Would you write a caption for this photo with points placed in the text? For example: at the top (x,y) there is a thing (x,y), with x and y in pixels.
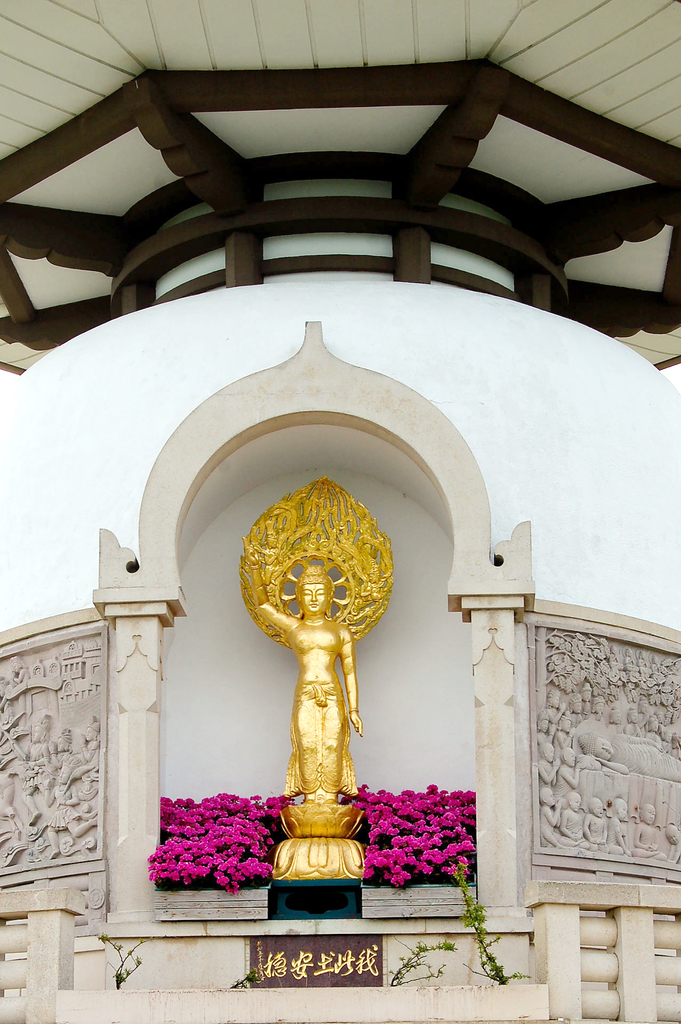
This is the statue (308,624) of the Buddha (336,752), which is gold in color. These are the flowers (230,869), which are pink in color. I can see the sculptures (587,714) on the wall (94,867). This is the roof (383,150). I can see a name board (350,961), which is attached to the wall (385,964).
